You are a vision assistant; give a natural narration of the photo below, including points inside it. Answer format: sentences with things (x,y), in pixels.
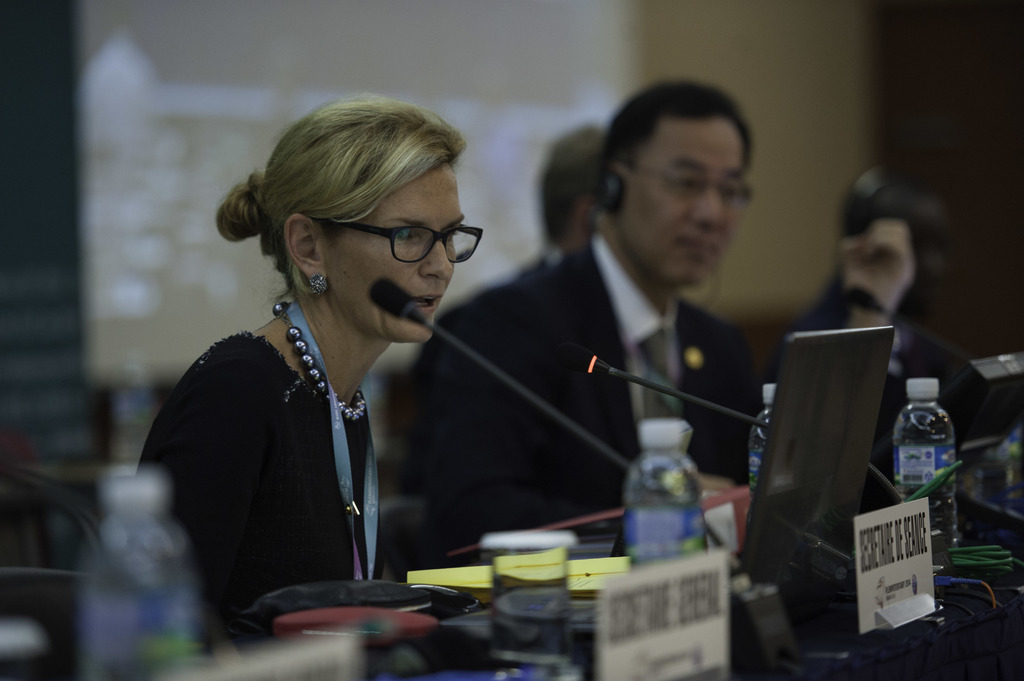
Here we can see two persons (603,346) are sitting in front of mike's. This is table (869,638). On the table (803,614) there are bottles (903,466), boards (716,640), and a laptop (864,441). There is a blur background (559,38) and we can see a screen (512,100).
